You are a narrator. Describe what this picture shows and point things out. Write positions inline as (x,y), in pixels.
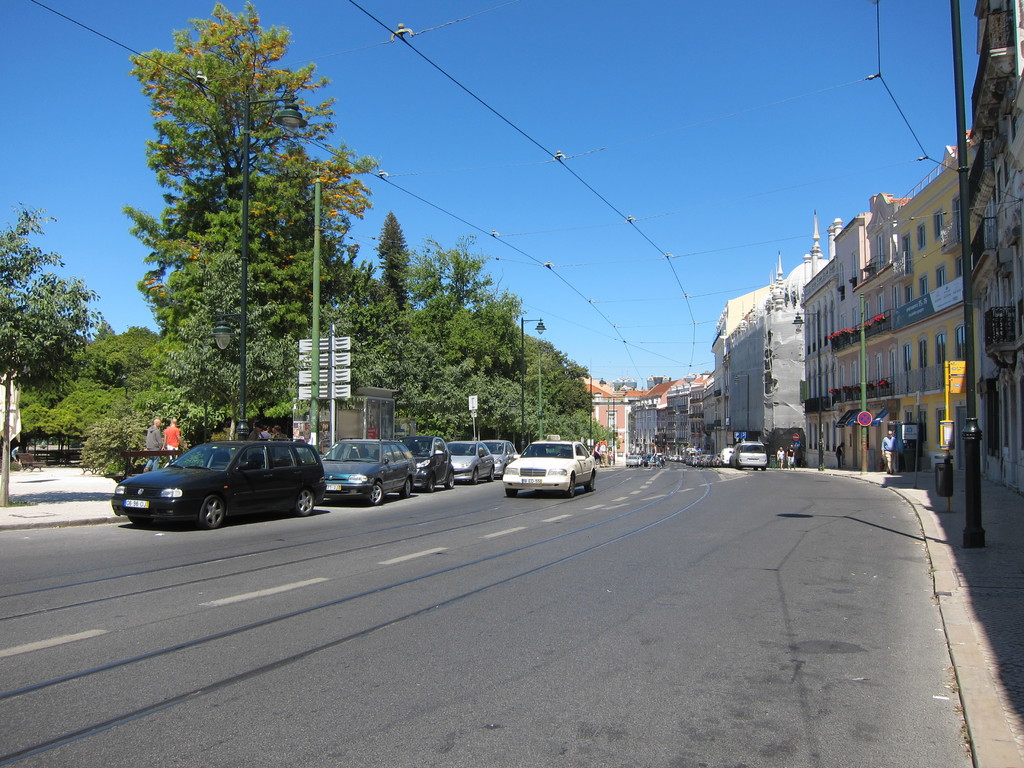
In the foreground of this image (754,538), there is a road (795,499), on the right (934,458), there is a side path (1015,548), poles (970,357) and buildings (764,361). On the left (151,513), there are vehicles (385,447), poles (523,351) and trees (554,398). In the background (651,376), there are buildings (699,377), poles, few vehicles (701,462) and the sky (764,145).
